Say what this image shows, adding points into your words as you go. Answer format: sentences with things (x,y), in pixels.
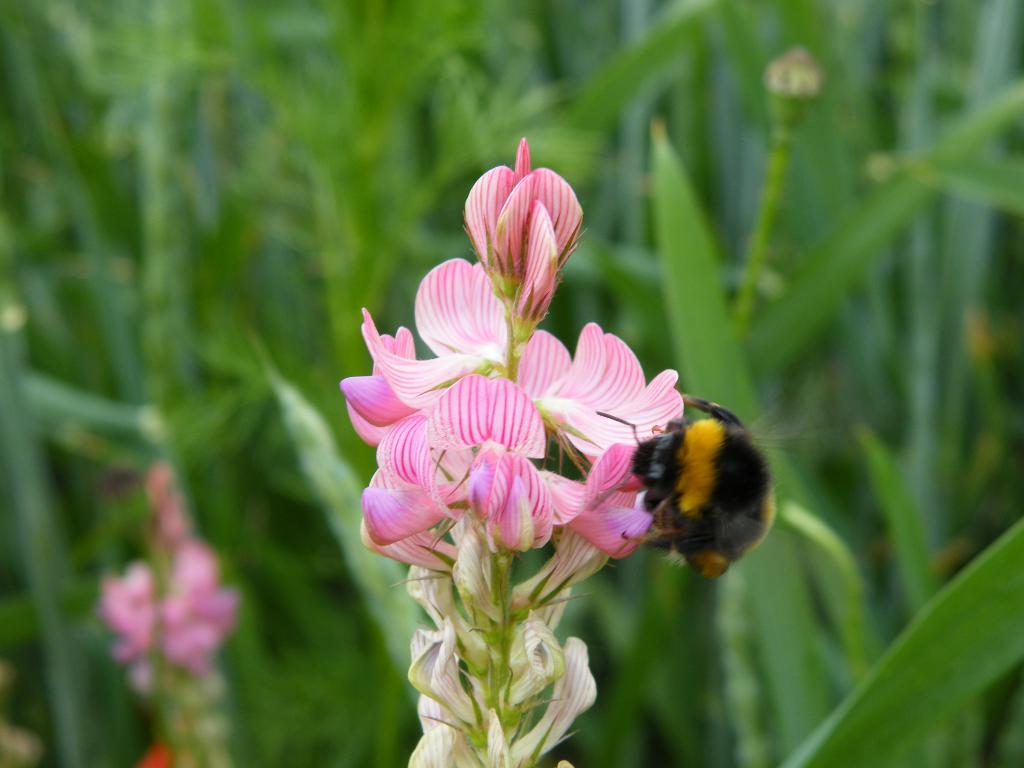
This image consists of flowers (476,441) in pink color. On which there is a bumblebee (647,540). In the background (634,584), there are many plants (873,265). And the background (255,85) is blurred.
